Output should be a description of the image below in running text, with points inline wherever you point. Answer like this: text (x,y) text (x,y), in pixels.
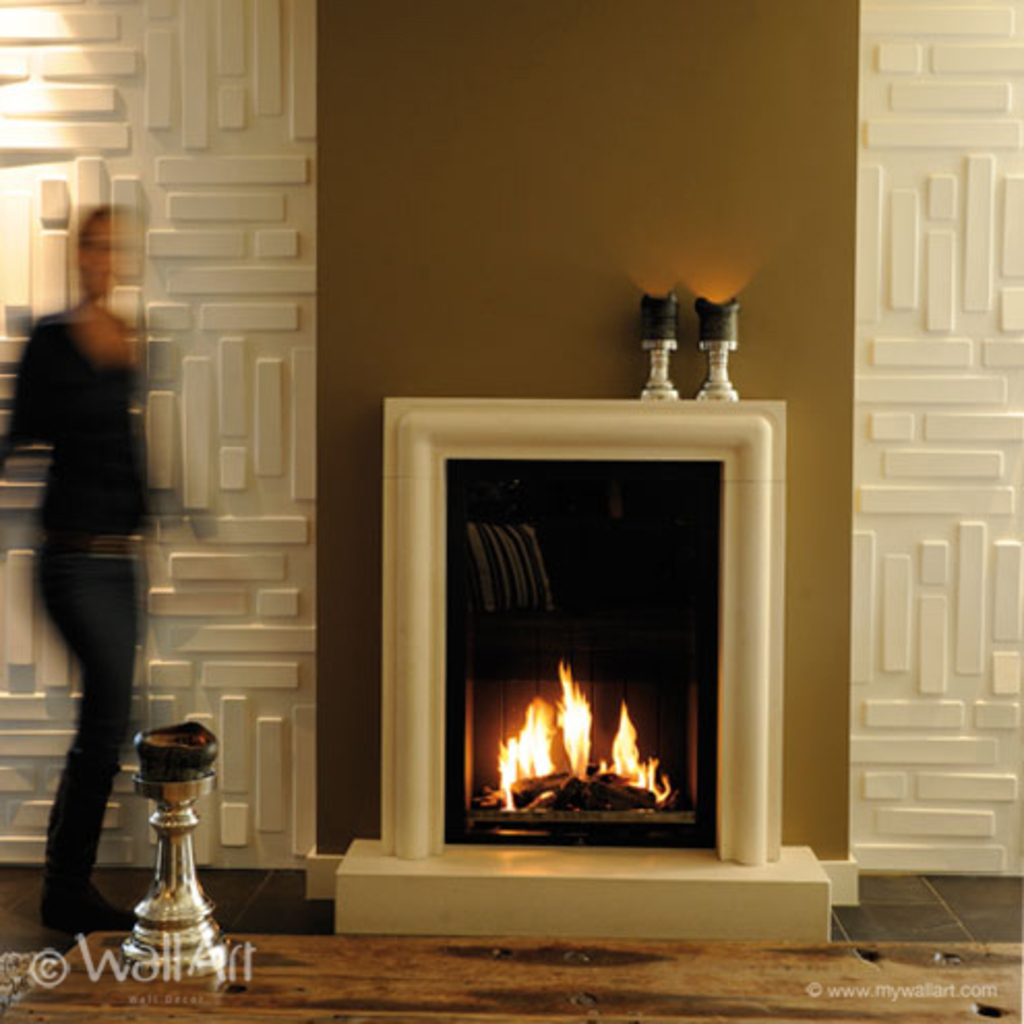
This is a fireplace (578,725). Above the fireplace (657,522) there are objects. In-front of this designed wall (264,325) we can see a person (100,666). On this table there is an object (156,909). Left side (142,946) bottom of the image (154,955) and right side (906,987) bottom of the image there are watermarks (165,973).
